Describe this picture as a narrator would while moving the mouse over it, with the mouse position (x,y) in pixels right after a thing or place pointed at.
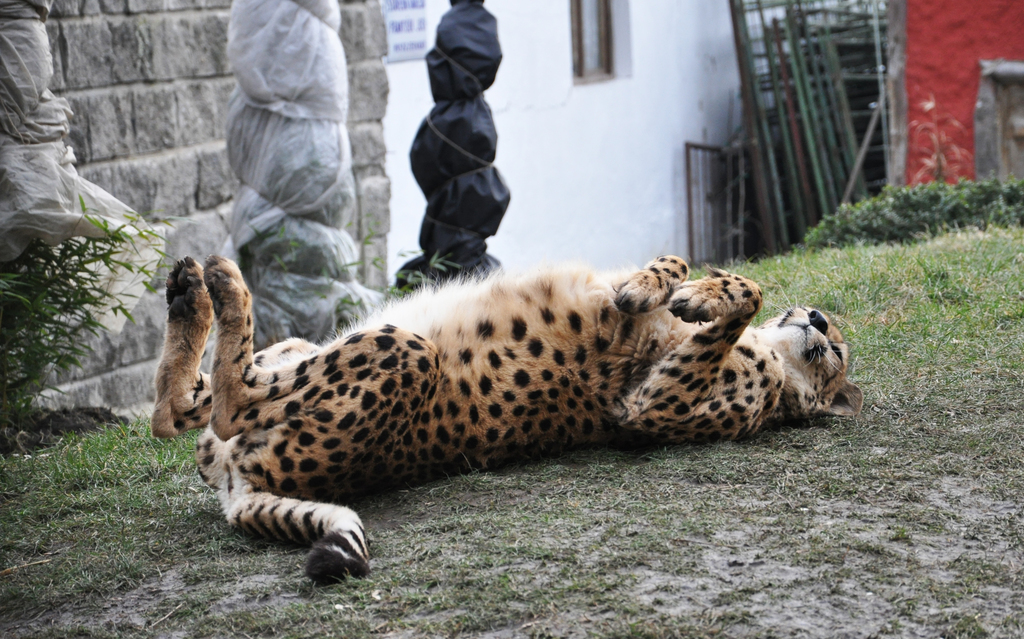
Here we can see cheetah (521,395). Land (833,314) is covered with grass (904,297). Background (989,188) there are walls (522,212), window (596,55), board (410,25), plants (936,204) and things (804,199). These are plastic covers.
